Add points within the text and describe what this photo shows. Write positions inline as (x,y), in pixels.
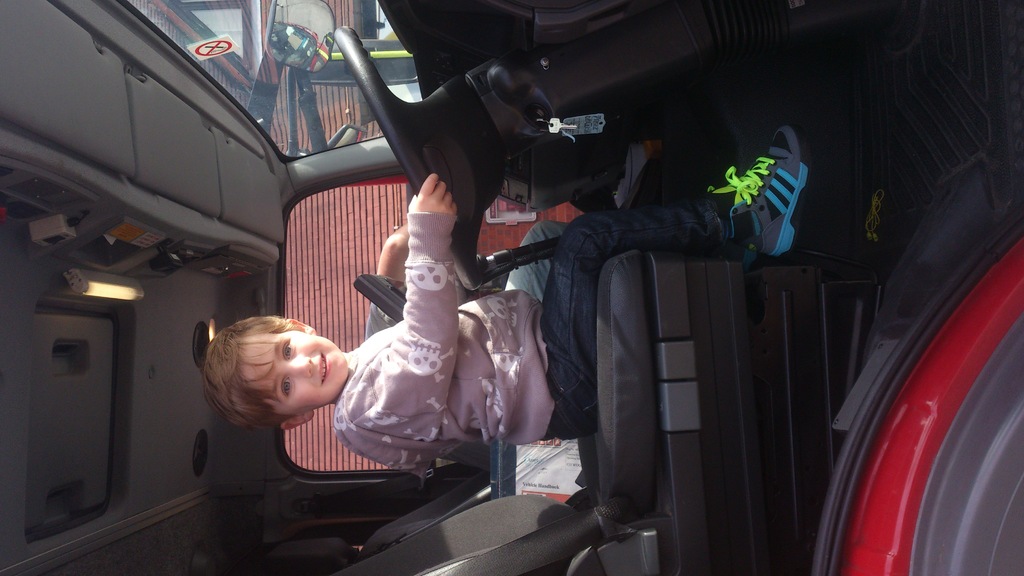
This is a picture of inside of the vehicle (624,418), in this image there is one boy (267,386) who is sitting and there are some books (506,466). And in the background (300,56) there is a building (243,36) and mirrors (315,58).
